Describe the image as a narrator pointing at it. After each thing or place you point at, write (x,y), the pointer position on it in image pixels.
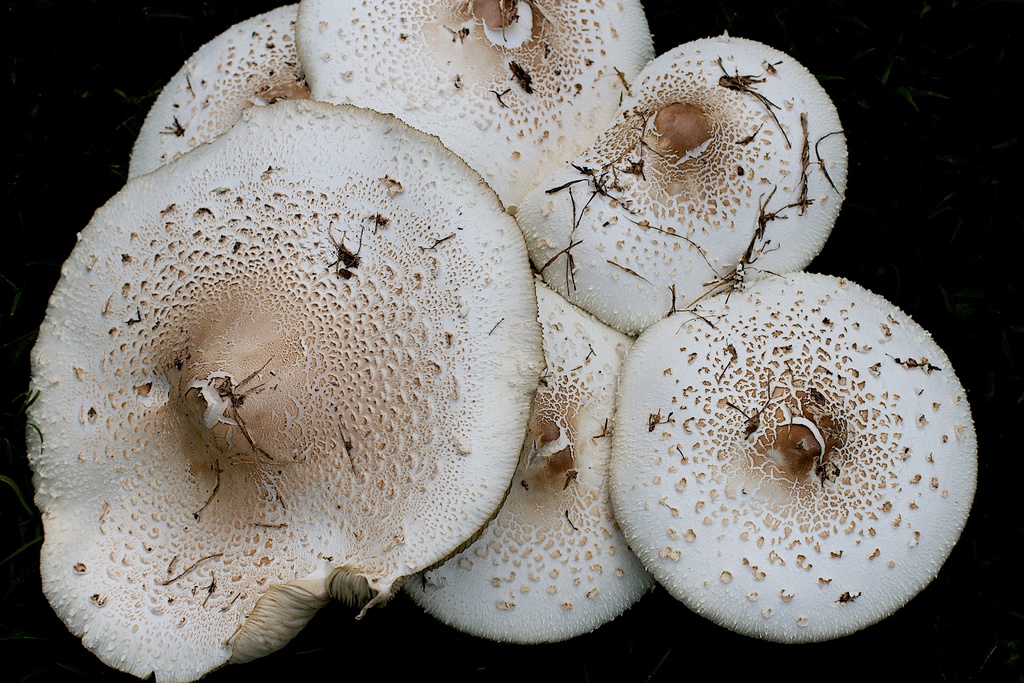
In this picture I can see the mushrooms (405,359).
